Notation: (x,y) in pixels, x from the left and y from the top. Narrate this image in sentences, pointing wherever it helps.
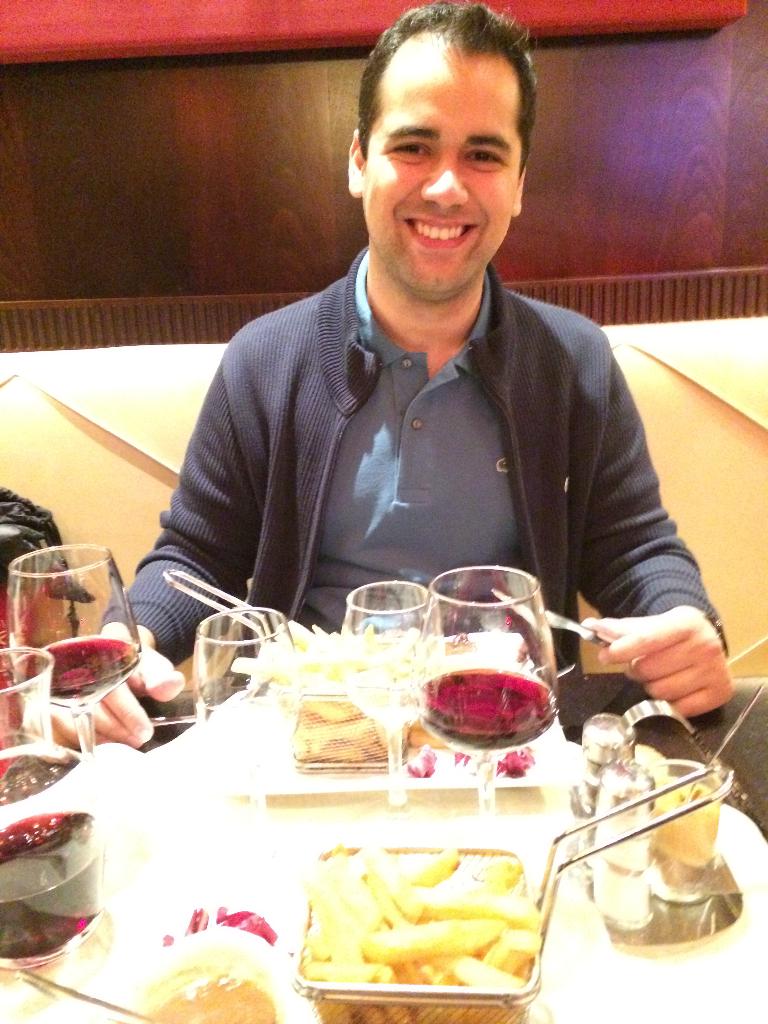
There is a man (456,548) sitting on sofa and smiling and holding fork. in front of him we can see glasses (526,588), food (514,766) and objects (478,1014) on the table (105,825). In the background (103,330) we can see wall (742,286).
